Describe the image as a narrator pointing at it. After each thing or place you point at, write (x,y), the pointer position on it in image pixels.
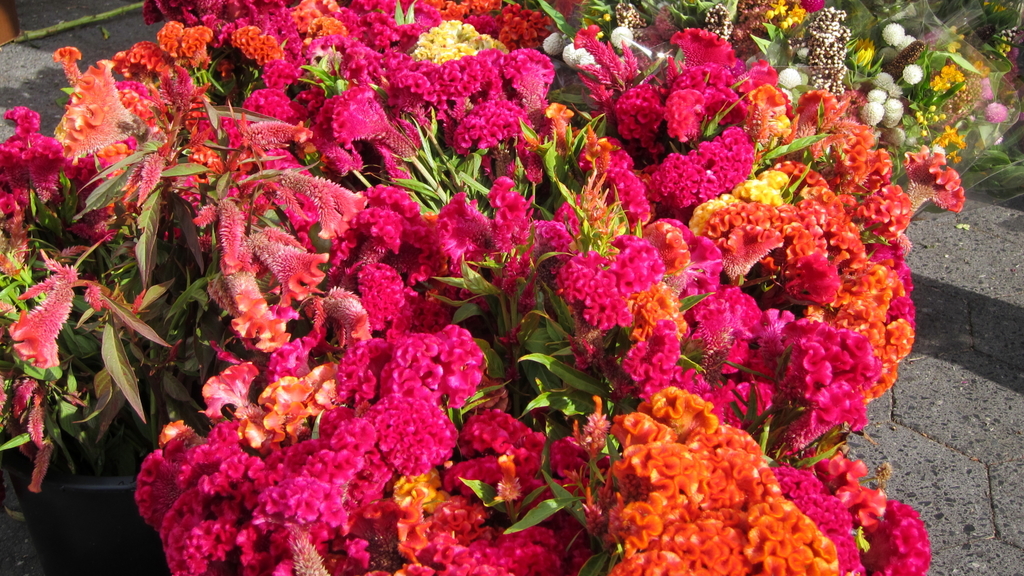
In this image we can see some flowers (407,445), and the plants (773,273).
